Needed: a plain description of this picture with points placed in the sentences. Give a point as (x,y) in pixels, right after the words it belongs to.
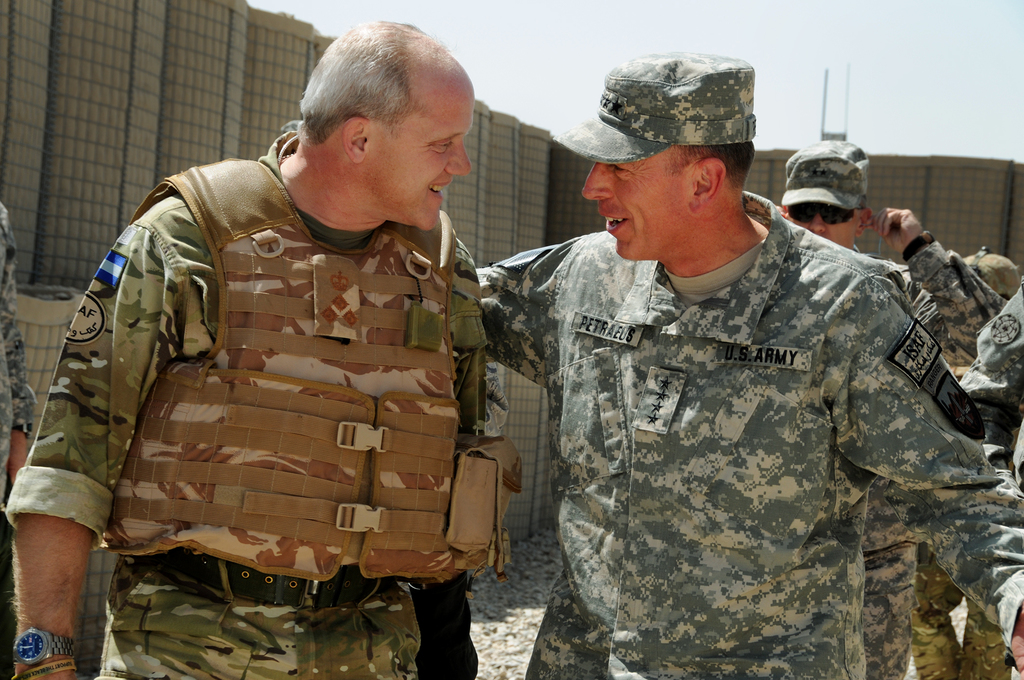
In this picture we can see two military soldier (709,454) standing in the front (688,389), looking to each other and smiling. Behind we can see the boundary wall (499,203).
